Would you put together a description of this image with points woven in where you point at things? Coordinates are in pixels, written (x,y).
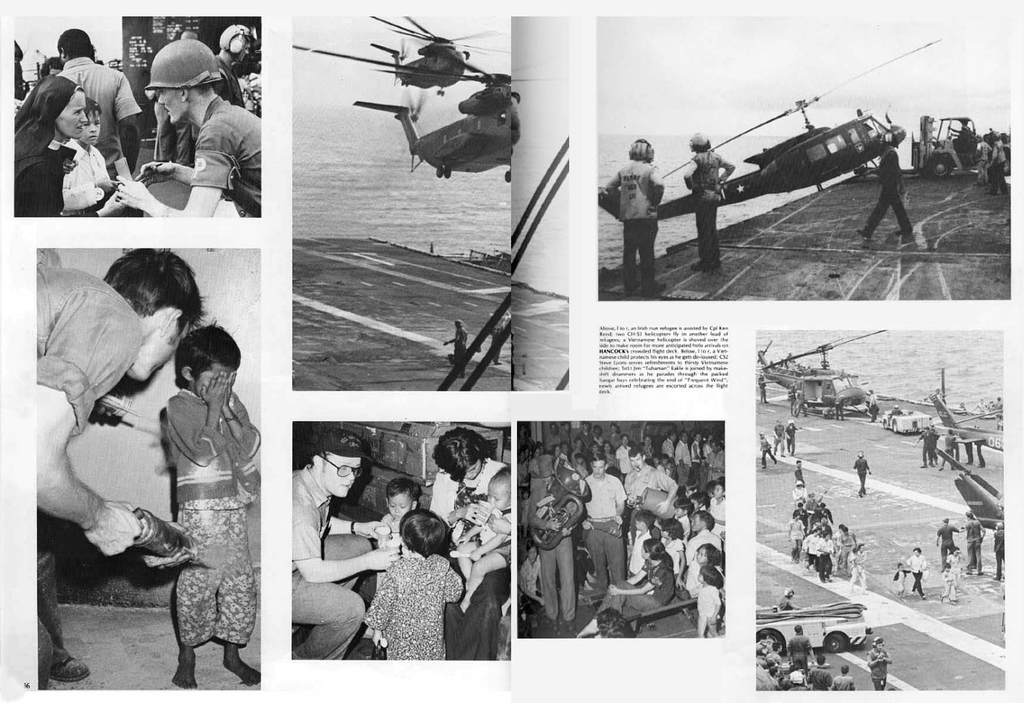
This is an edited image with the collage of images. At the bottom (135,523) we can see the group of persons (208,402) holding some objects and standing and we can see the group of persons (315,546) holding some objects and sitting. On the right (994,508) we can see the group of choppers (863,140) and a water body (925,367). In the center (640,361) we can see the two choppers (477,141) seems to be flying in the air (436,99) and we can see the text (666,362) on the image and the group of persons (220,156).
